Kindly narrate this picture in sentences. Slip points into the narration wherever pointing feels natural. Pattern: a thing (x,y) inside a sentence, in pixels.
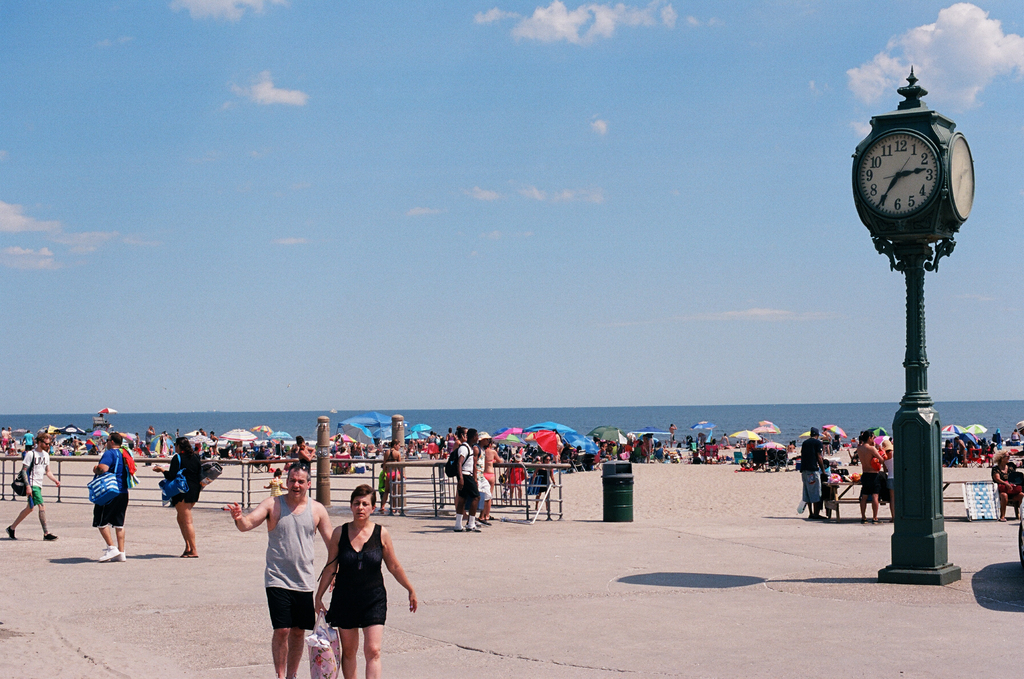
As we can see in the image there is fence (319,458), dustbin (608,509), group of people (493,476), bench (848,504), umbrellas (545,442), clock (903,250) and water (581,420). At the top (514,198) there is sky (501,170) and clouds (276,103).
